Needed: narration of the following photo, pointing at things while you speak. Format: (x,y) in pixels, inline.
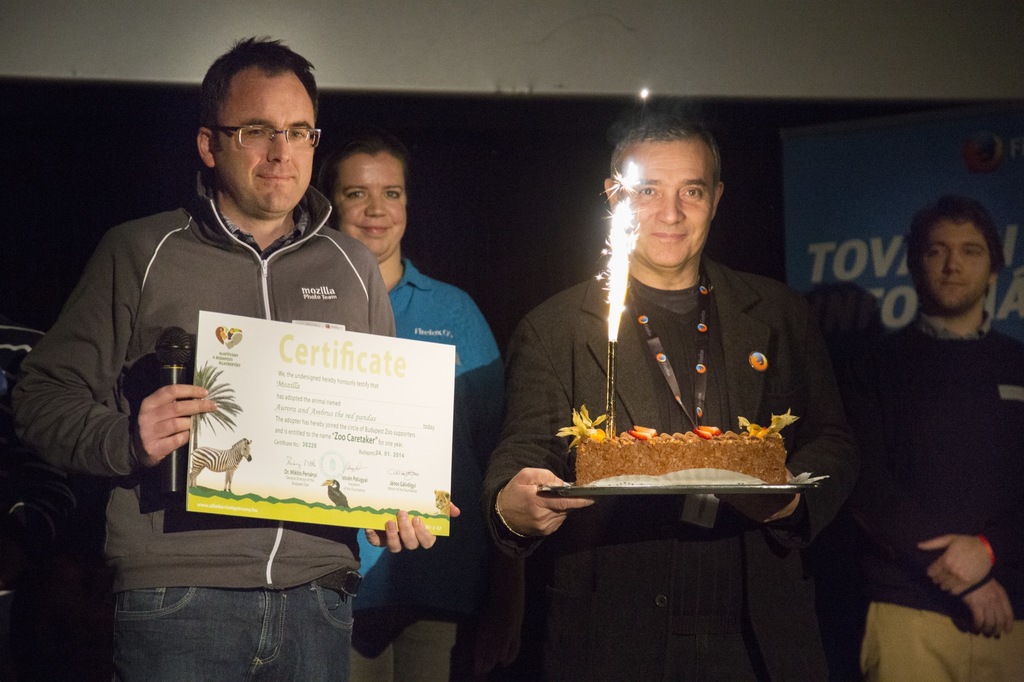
In this image we can see some people (519,492) standing. In that a man (660,509) is holding a cake (590,449) with a firecracker candle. We can also see that a person (175,545) beside him is holding a sheet (382,505) and a mike (174,474).
